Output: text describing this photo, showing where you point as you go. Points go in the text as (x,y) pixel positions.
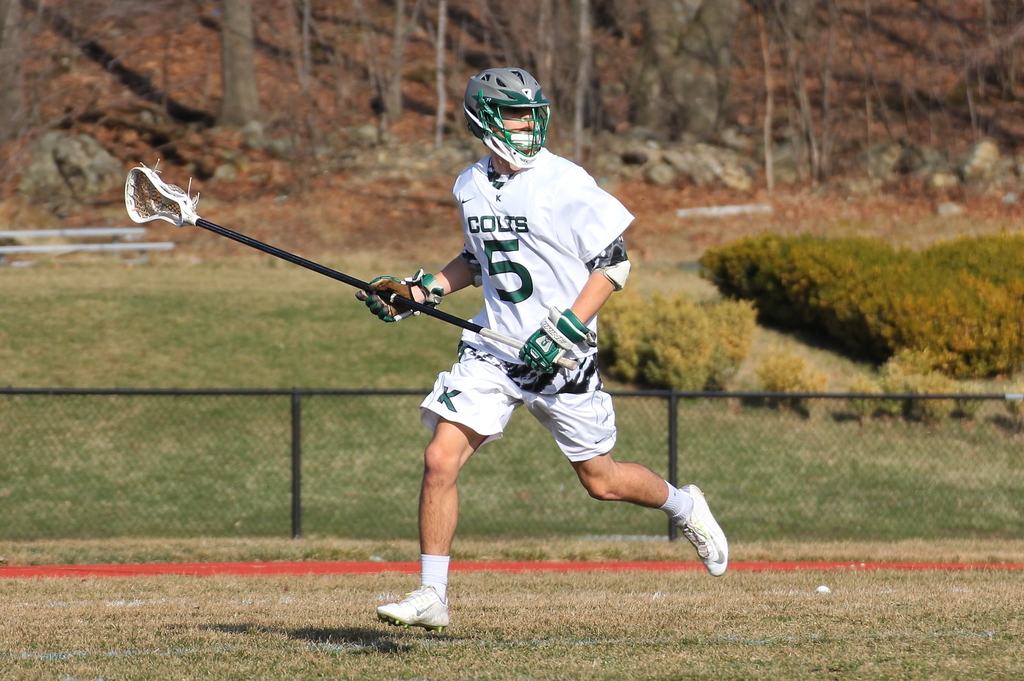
In this image we can able to see a person (486,355) running, he is holding a stick (231,237), and he is wearing a helmet (494,98), we can able to see fence (658,465), we can able to see ground (861,580) over here, we can able to see plants (904,364), we can able to trees (1007,45), and there are many rocks (65,157) over here.
